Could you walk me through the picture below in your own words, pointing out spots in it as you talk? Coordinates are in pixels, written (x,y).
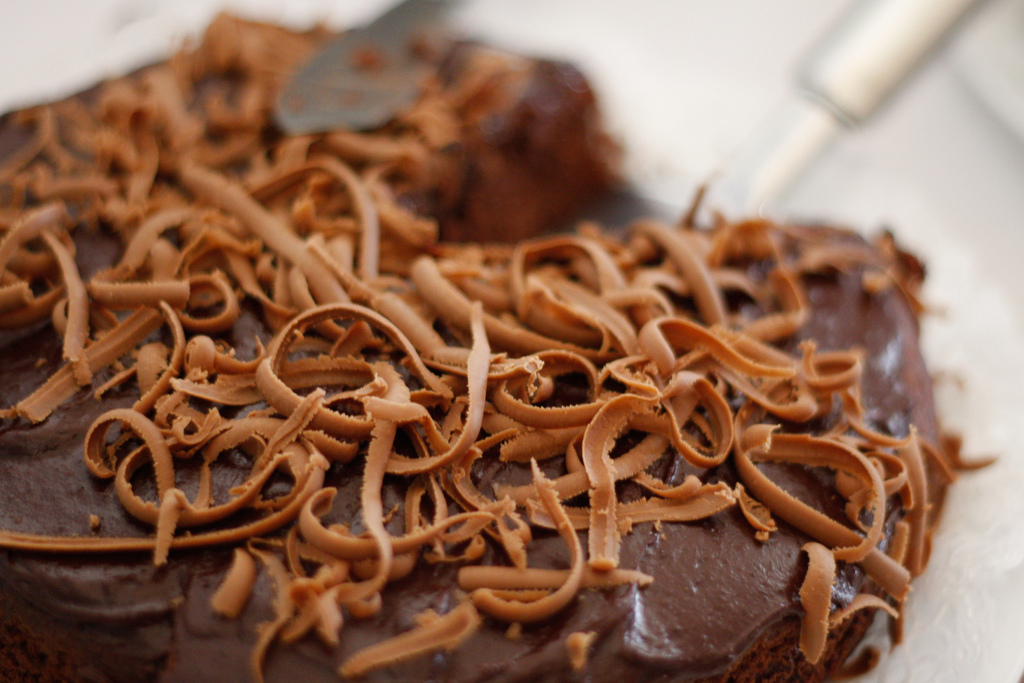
In this image we can see some food items (384,444) on the chocolate (552,555), and the background (91,21) is blurred.
